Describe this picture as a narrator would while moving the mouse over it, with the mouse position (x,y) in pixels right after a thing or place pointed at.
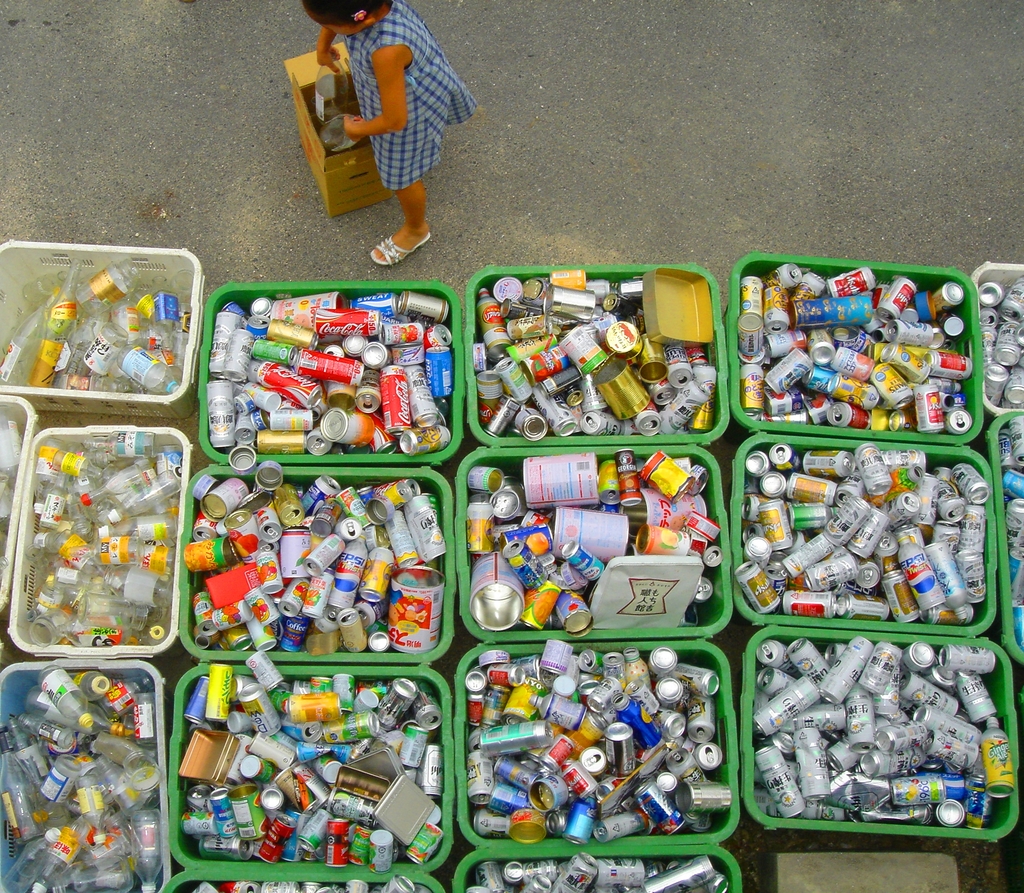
In this image there is a girl (415,96) standing towards the top of the image (419,113), she is holding bottles (319,99), there is road (689,140) towards the top of the image (625,153), there is a box (360,184) on the road (444,180), there are objects (324,433) that looks like a container (366,677), there are bottles (117,453) in the containers (37,401), there are tins (342,377) in the containers (422,365), there are objects (383,869) in the containers (755,784).
